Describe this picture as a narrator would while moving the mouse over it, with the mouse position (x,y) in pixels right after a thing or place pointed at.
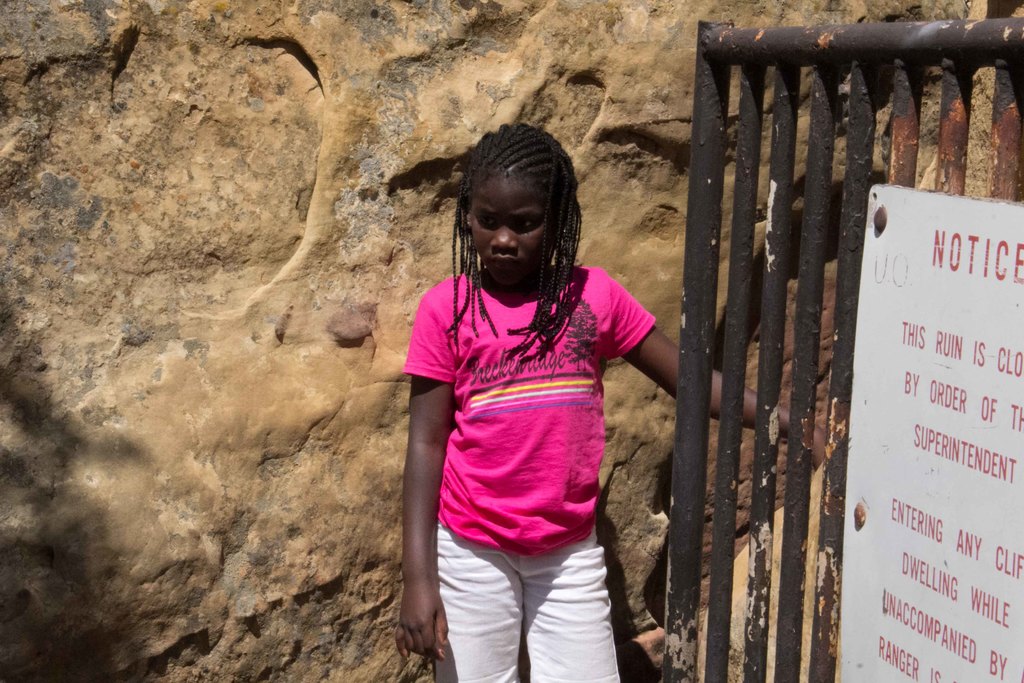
In this picture there is a girl (504,223) standing, behind her we can see wall (733,166) and we can see board (957,402) and rods (788,115).
